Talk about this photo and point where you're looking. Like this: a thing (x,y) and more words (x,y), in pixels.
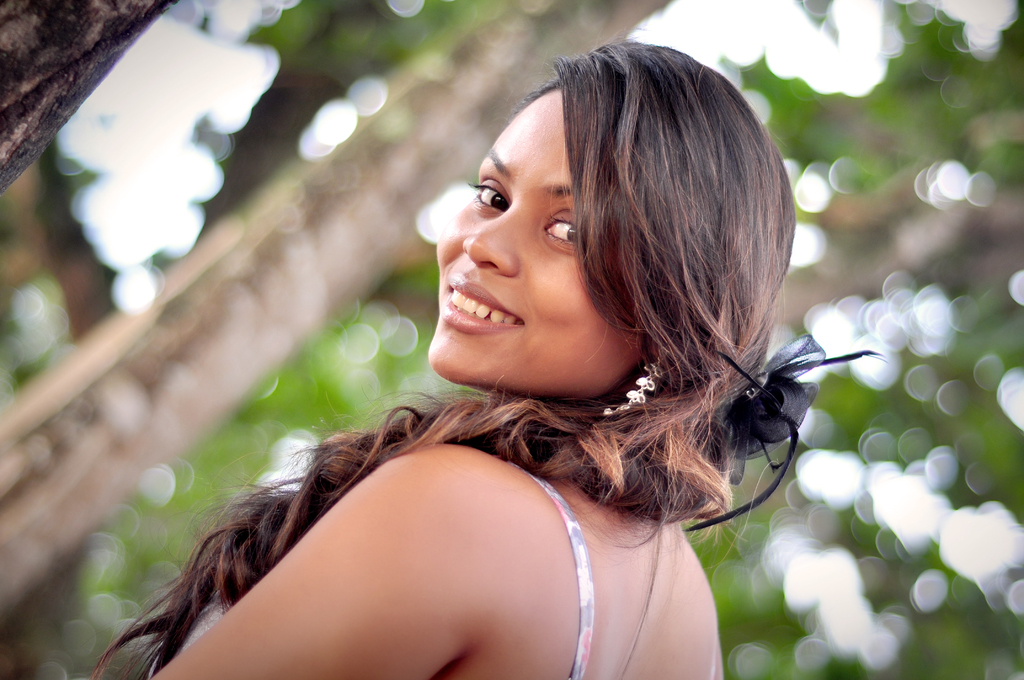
In the image in the center (492,348) we can see one woman (529,549) standing and she is smiling, which we can see on her face (509,273). In the background (414,338) we can see trees (152,362).
